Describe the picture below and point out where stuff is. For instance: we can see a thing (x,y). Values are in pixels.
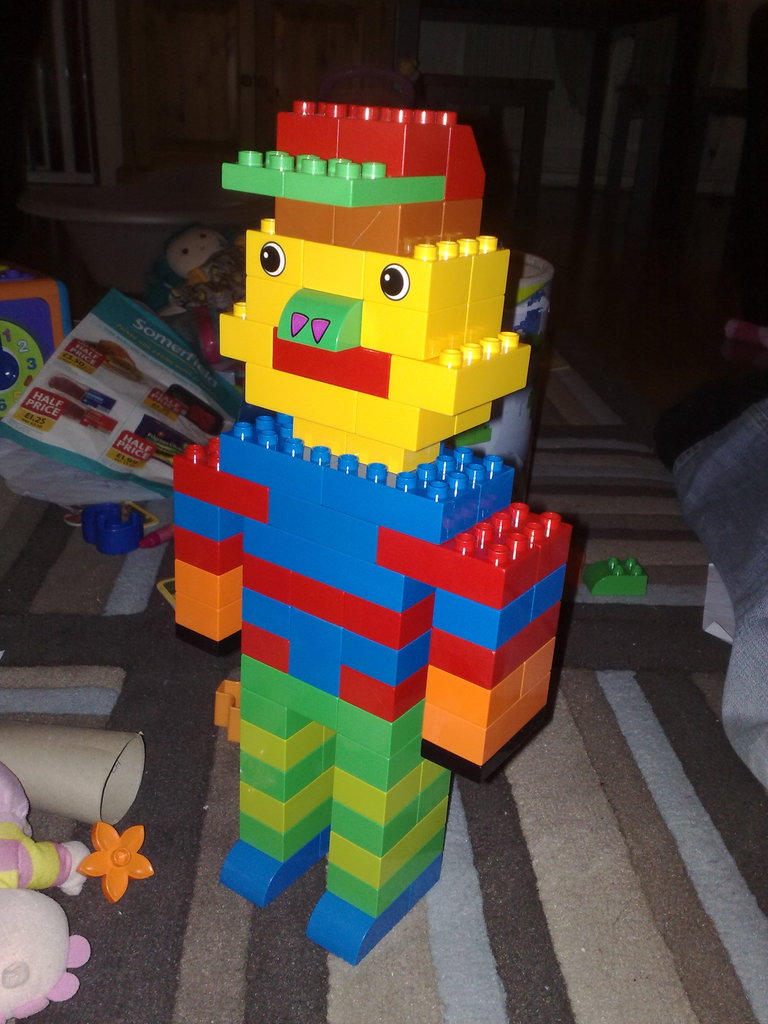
In this image we can see a toy (376,605) made with Lego (407,753) which is placed on the surface (441,949). We can also see some papers (138,485), toys (102,518) and Lego blocks (99,537) around it.
